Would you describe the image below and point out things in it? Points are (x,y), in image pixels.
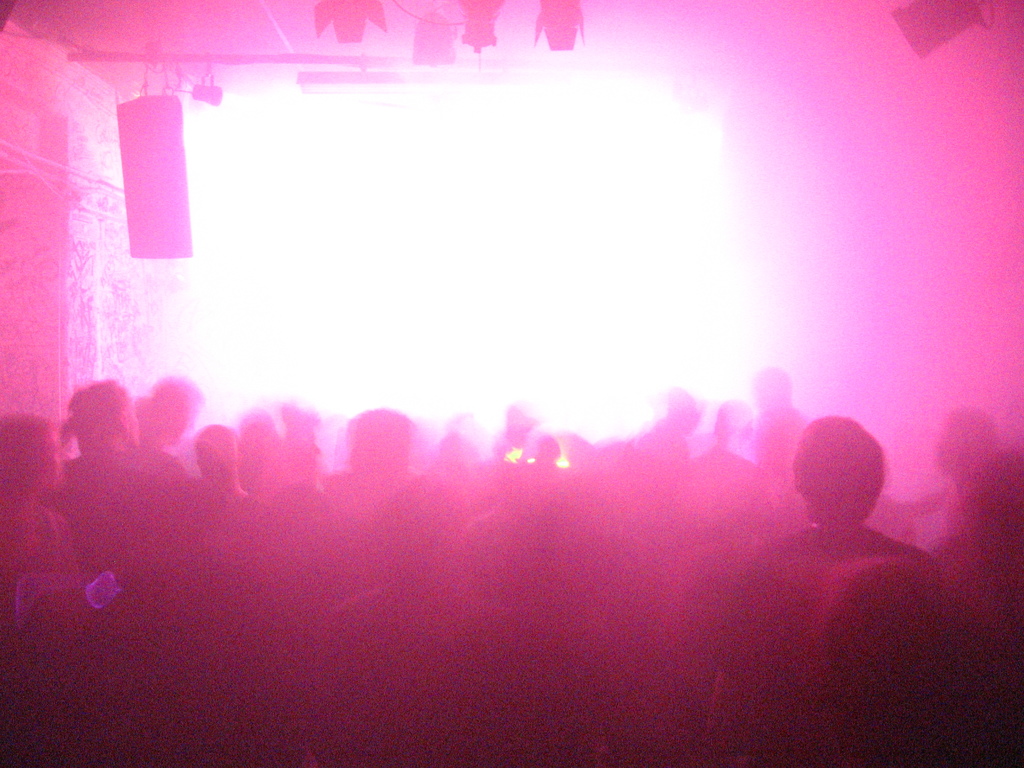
In this image, we can see some people (672,499). There are some objects (552,16) at the top of the image (167,126).
